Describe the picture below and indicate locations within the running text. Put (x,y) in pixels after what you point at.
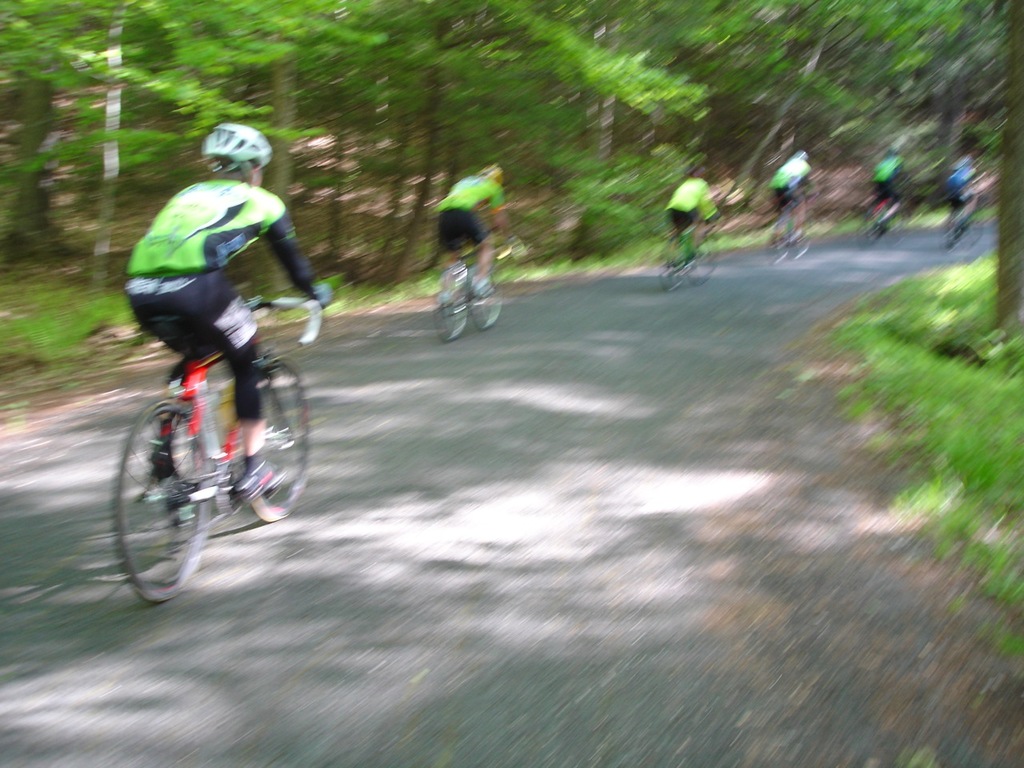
In the center of the image (441,310) there are people (157,235) cycling on the road (613,419). On the right side of the image (853,413) there is grass (954,418) on the surface (974,334). In the background of the image (799,93) there are trees (746,73).
